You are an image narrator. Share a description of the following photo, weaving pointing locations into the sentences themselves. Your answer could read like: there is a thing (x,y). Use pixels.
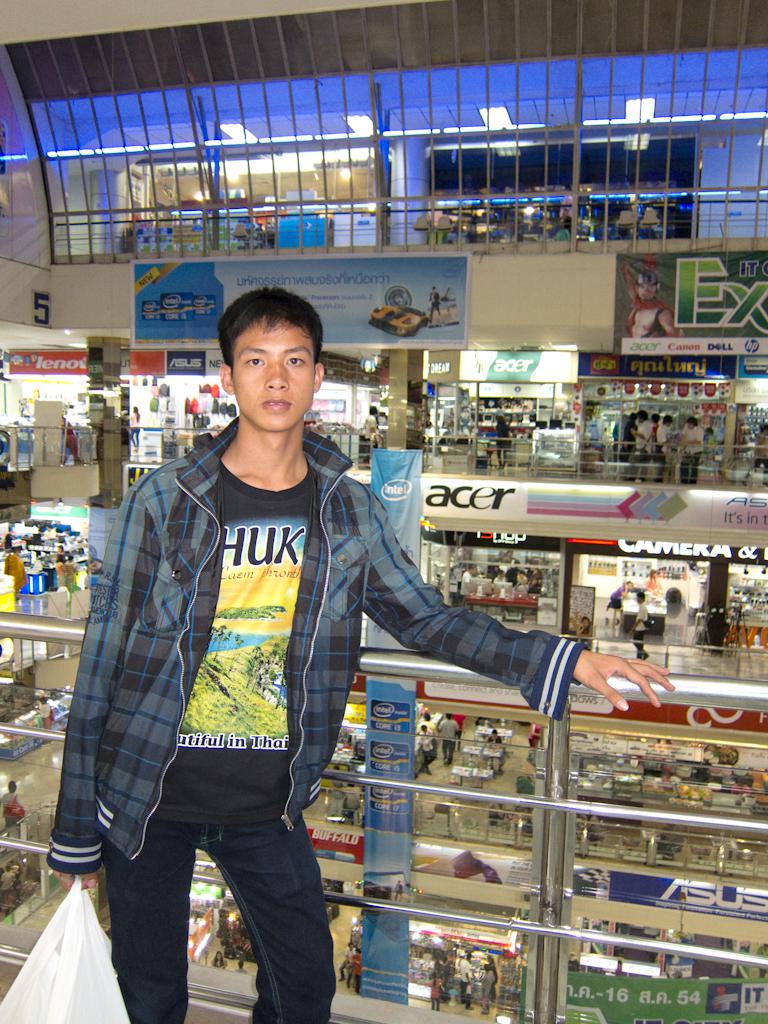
In the center of the image (512,679) there is a person (95,646) standing. He is holding a cover (68,989) in his hand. In the background of the image (214,361) there are many stores (510,997).
